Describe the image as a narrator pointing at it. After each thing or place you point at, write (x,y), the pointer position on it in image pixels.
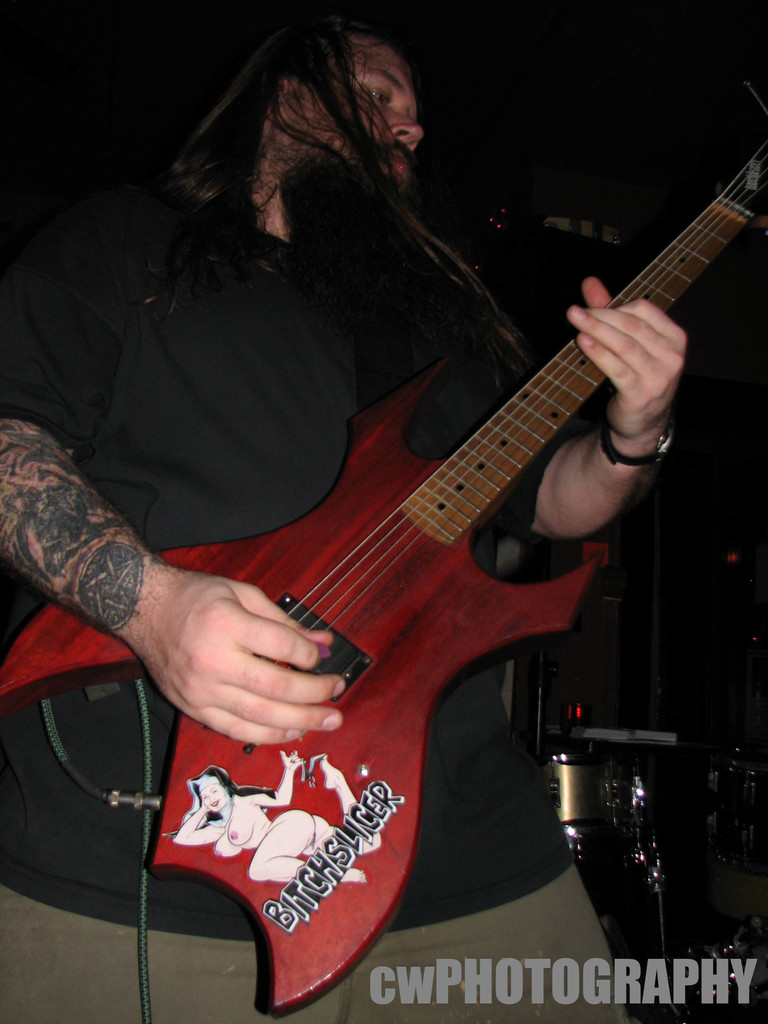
a person (238,357) is standing and playing a red guitar (387,699). on the guitar (328,952) bitchslicer is written. the person (419,879) is wearing a black t shirt (142,430). behind him there are drums (620,794) at the right (603,796).
